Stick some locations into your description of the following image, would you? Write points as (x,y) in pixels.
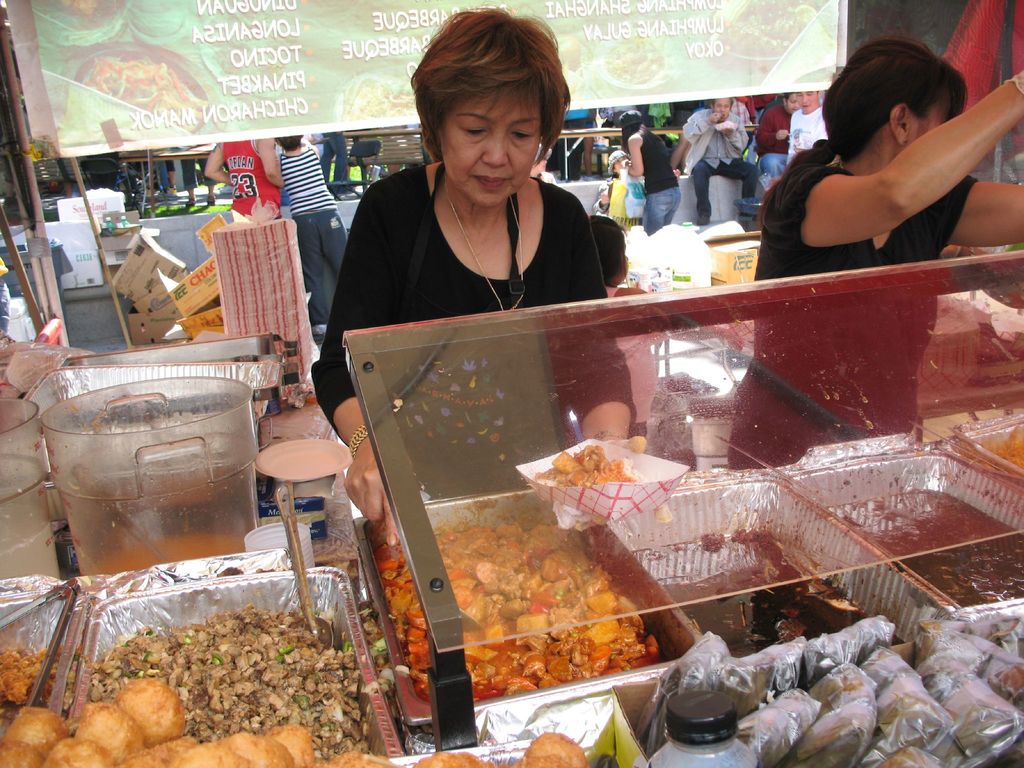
In this picture I can see the food items (769,629) at the bottom (39,719), in the middle (444,385) two women (406,383) are standing, they are wearing the black color dresses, in the background (226,55) I can see few people (635,155) and the banner (231,31).
